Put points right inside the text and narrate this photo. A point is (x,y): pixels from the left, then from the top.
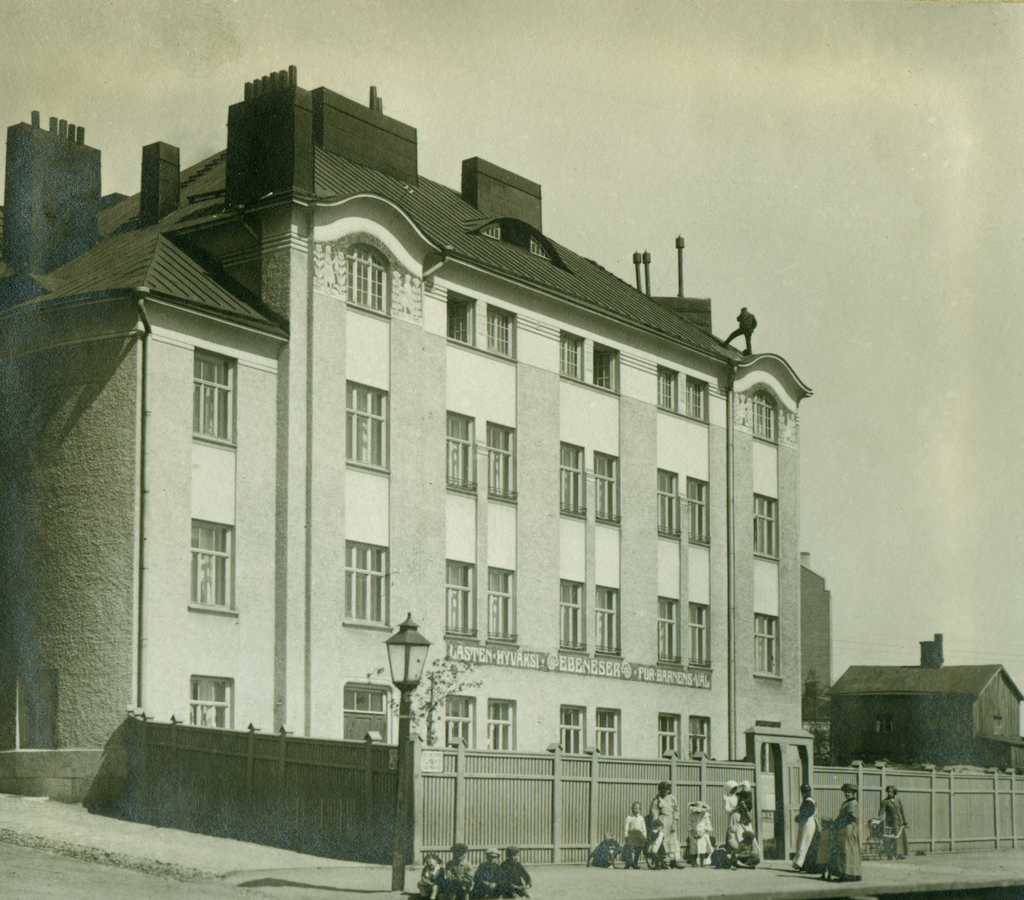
This is a black and white image. There is building (445,604) in the middle (524,574). There is light (414,637) in the middle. There are some persons (508,880) at the bottom (496,885). There is sky (435,84) at the top (527,91).
